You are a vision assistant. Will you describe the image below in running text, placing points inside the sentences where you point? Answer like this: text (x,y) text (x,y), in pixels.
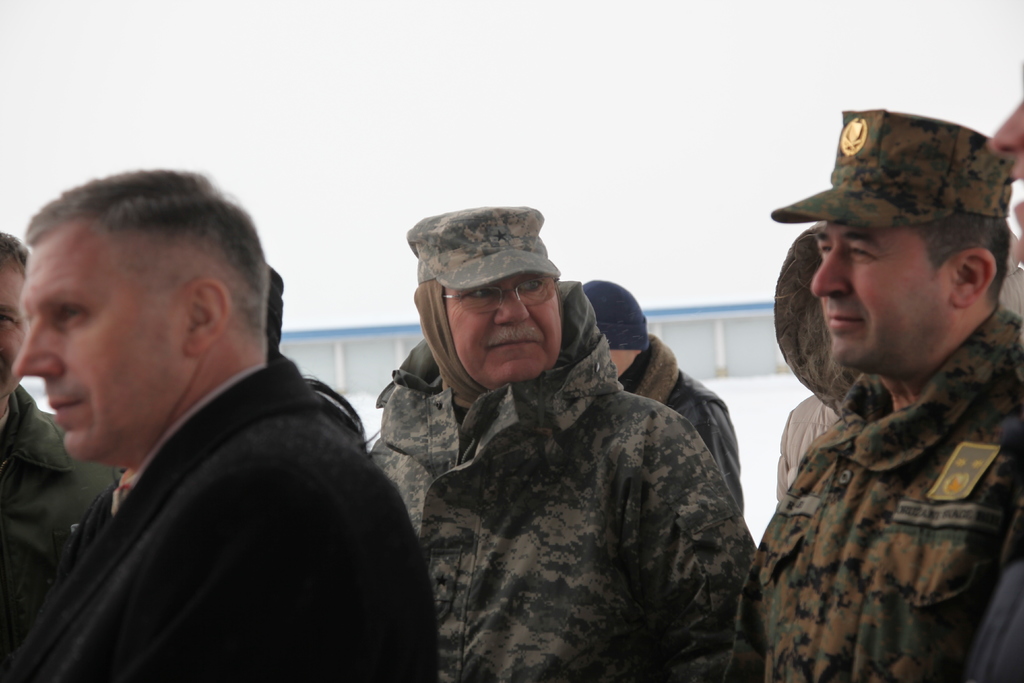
There are group of people (404,533) standing. I can see two people (549,377) wore hats (526,273). This is the badge (956,465) attached to the shirt (937,533).
